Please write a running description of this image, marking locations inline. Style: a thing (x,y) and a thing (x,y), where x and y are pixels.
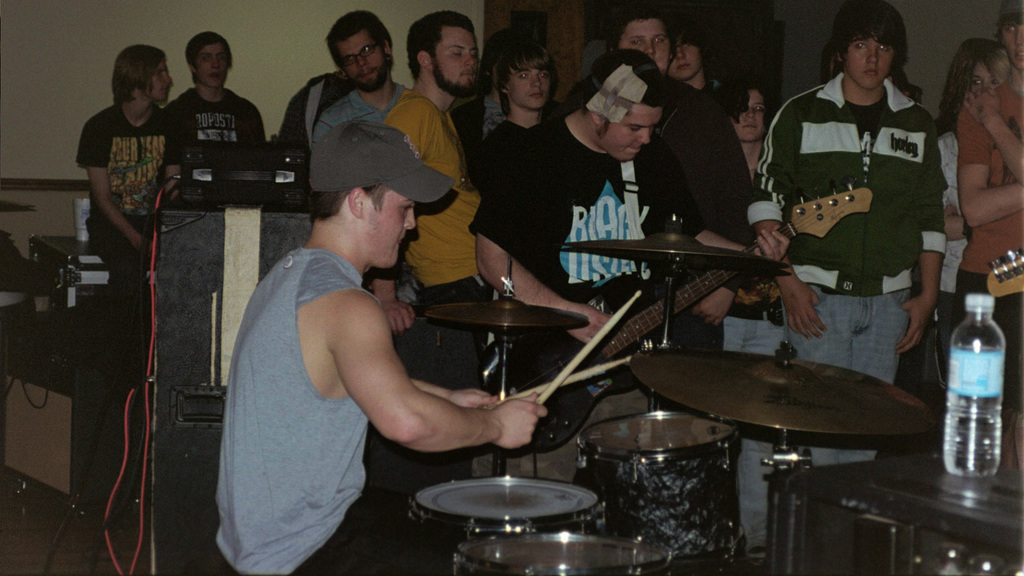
In this image I can see a person (313,339) wearing ash colored top (304,420), black pant (372,511) and hat (385,168) is sitting in front of drums (441,524) and holding two sticks (637,300) in his hand (518,405) and I can see another person (575,193) wearing black t shirt (533,183) is standing and holding a guitar (784,229) in his hand (779,247). To the right bottom of the image (991,437) I can see a water bottle (979,449) on the black colored surface (906,486). In the background (215,8) I can see few other persons (842,451) standing, the wall (209,21) and few other objects (215,219).
